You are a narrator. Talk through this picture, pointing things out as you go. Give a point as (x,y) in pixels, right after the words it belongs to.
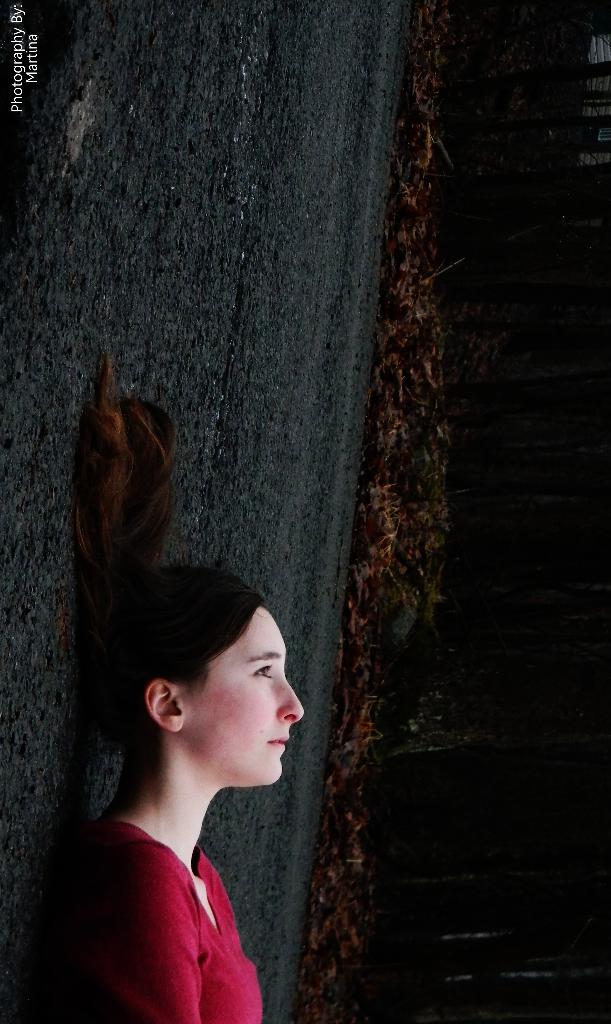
There is a woman (263,691) in red color t-shirt (197,909) lying on the road (99,270). In the top left (22,48), there is a watermark (22,81). In the background (415,270), there are plants (412,992). And the background (452,757) is dark in color.
